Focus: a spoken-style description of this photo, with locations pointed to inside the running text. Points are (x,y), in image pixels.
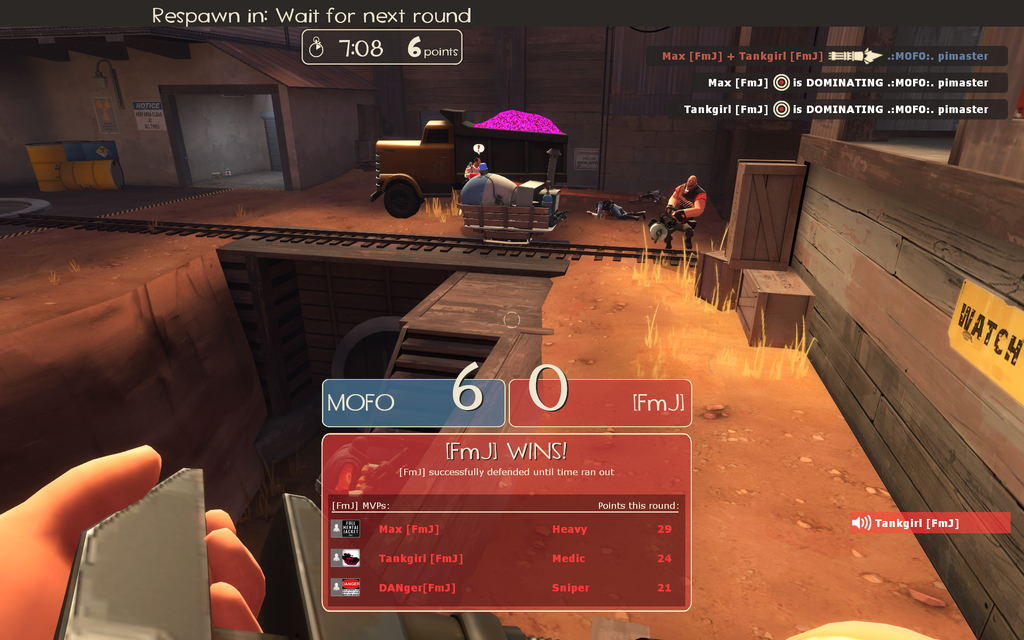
This is an animated image. In this image I can see the person (77,516) holding the grey color object (155,563). To the right (855,393) there is a wooden wall (893,428). In the back (697,213) I can see few people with different color dresses (674,239) and I can see the vehicle (400,175). To the left (63,182) there are some yellow and blue color objects (94,180). And I can see some stickers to the wall (923,320). And I can see the text (795,58) written on the image.
